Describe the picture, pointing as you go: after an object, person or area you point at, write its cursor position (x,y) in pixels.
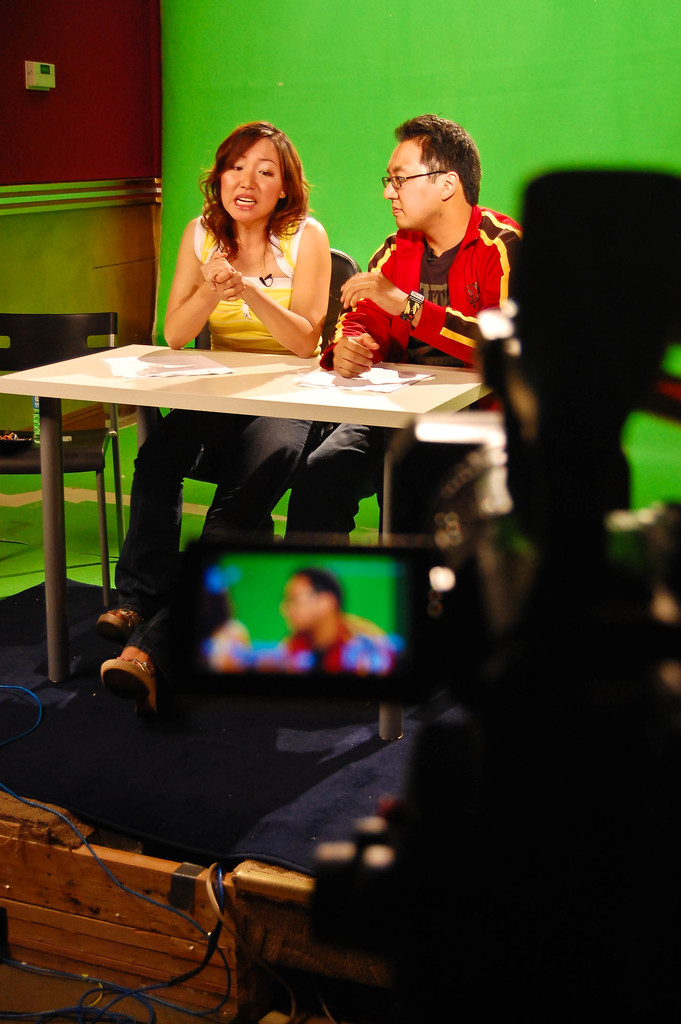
This picture is taken in a room (194,532). There are two persons (315,232), one woman (229,239) and one man (408,215). There are sitting on chairs (350,268) and leaning to a table (304,409). She is wearing a yellow top (249,348) and black trousers (153,440). He is wearing a red shirt (467,257) and black trousers (324,464). Behind them there is a green mat (319,48). To the right corner (573,534) there is a camera (566,539) shooting them.
